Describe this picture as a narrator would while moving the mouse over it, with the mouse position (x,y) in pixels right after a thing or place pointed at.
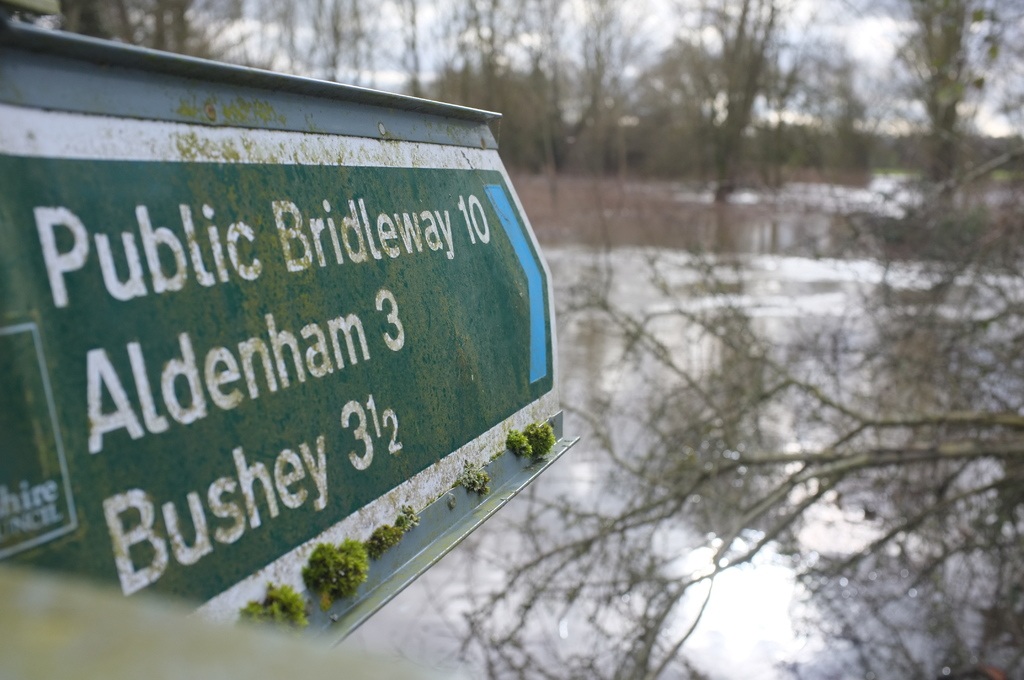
In this image, we can see some branches (927,238). There is a board (296,215) on the left side of the image (201,287). In the background (646,281), image is blurred.
